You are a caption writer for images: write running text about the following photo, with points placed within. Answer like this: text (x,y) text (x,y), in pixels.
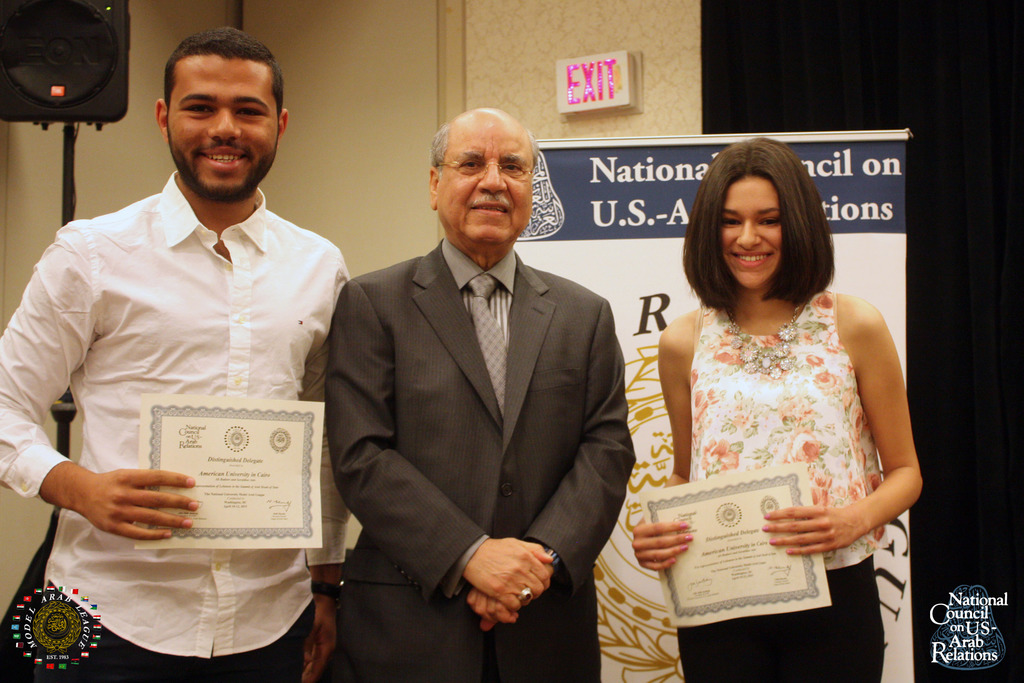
In this picture we can see three people (447,409) standing. We can see a man (151,326) and a woman (885,430) holding objects (806,559) in their hands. There is the text (671,173) and a few things (554,202) on the boards (555,180). We can see a loudspeaker (112,95) on a stand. There is a curtain (757,66) and other objects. We can see the text (31,612) and other things (73,642) in the bottom left (86,602) and in the bottom right (989,650).
